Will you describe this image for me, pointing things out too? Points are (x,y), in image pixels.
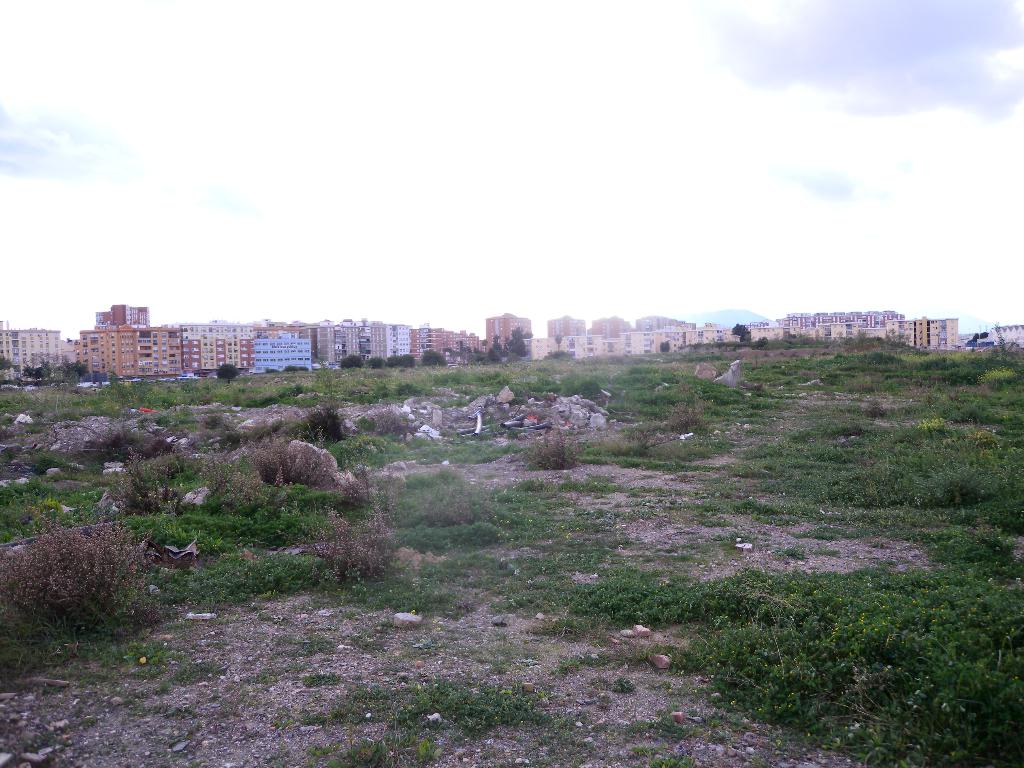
In this image I can see at the bottom (93,599) there are trees (281,472) and other stones (590,427). In the middle (633,344) there are very big buildings (804,319), at the top (578,88) it is the sky (656,90).
